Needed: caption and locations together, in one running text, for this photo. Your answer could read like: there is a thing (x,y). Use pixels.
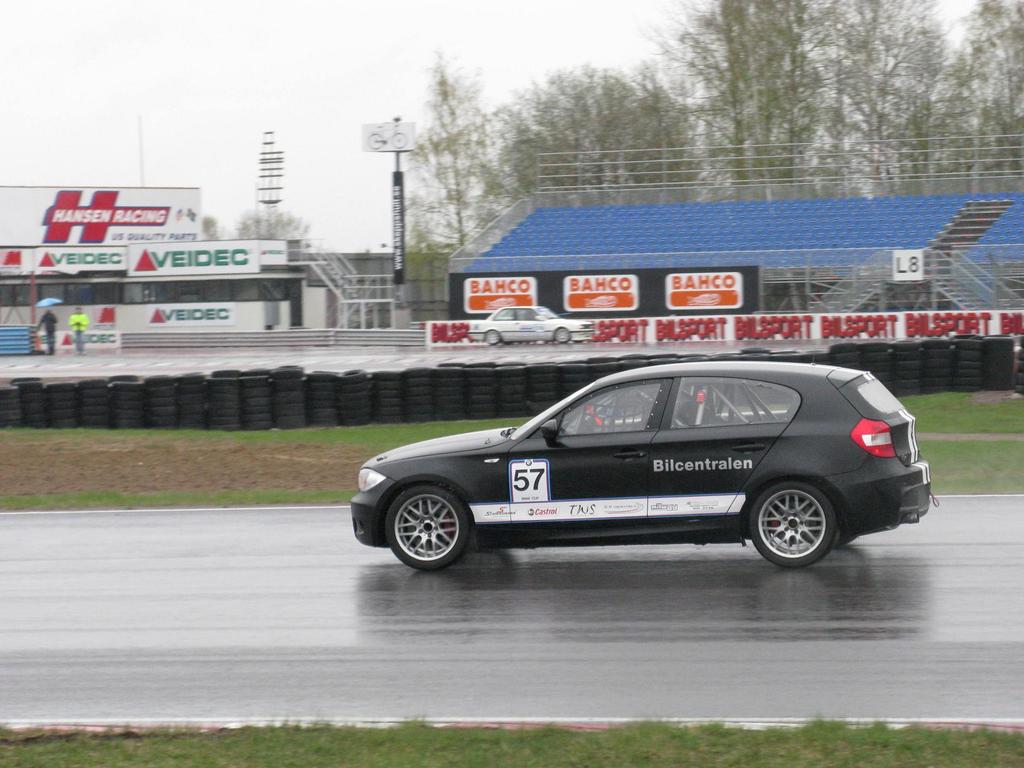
In this image we can see a car (472,471) on the road (503,636), some grass (642,732) and a group of tires (328,387) placed in an order. On the backside (501,339) we can see a car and two persons (83,333) standing on the road (83,355). In that a man (53,316) is holding an umbrella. We can also see a building (19,289) with staircase (341,280) and a signboard (219,243), a fence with some text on it, a pole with a board (398,145), the stadium seating (749,229), a group of trees (724,106) and the sky (295,95).
